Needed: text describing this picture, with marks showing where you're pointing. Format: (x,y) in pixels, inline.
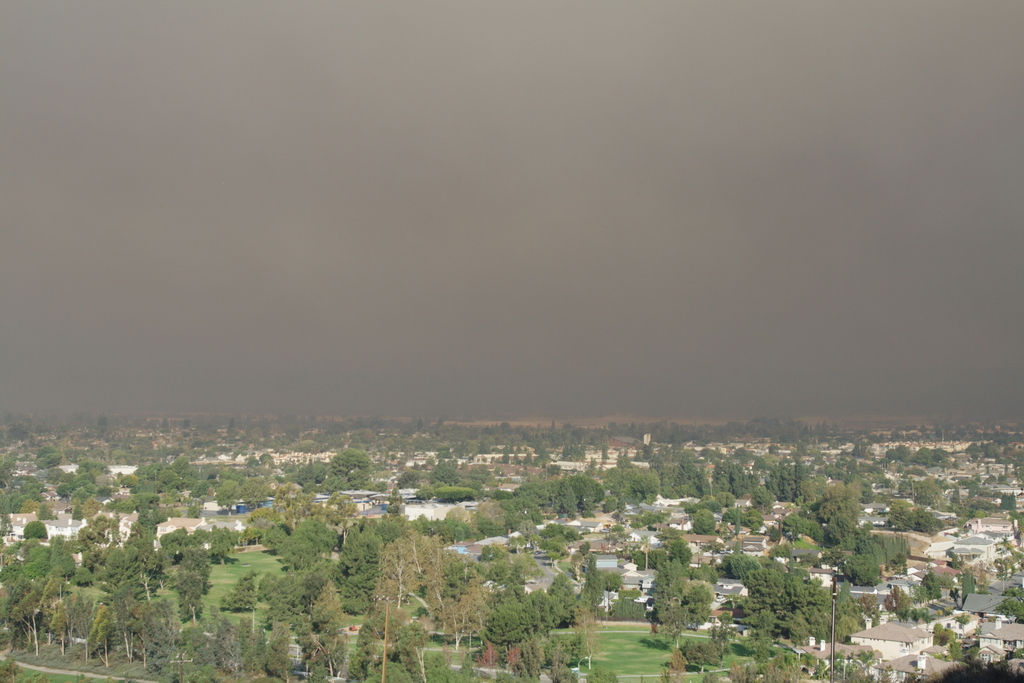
In this image we can see the trees (554,553) and buildings (405,511). And at the top (596,153) we can see the sky (470,165).
